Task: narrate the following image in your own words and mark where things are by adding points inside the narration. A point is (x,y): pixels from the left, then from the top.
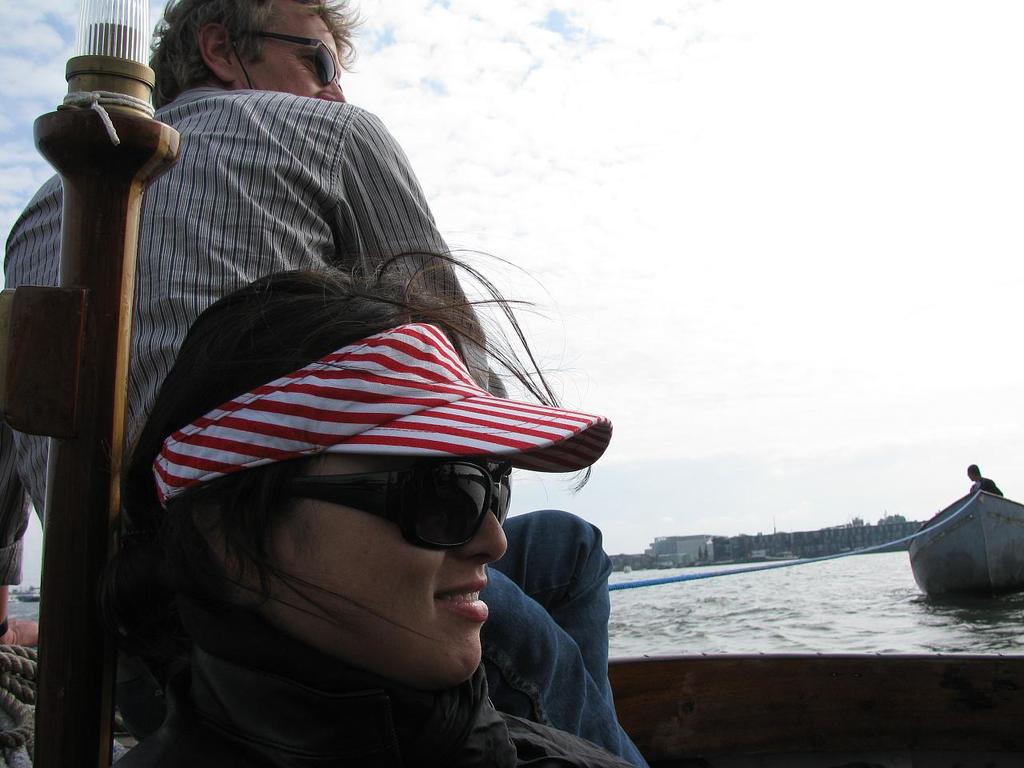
This image consists of water (745,598) at the bottom (786,641). There are two persons (446,447) sitting in the front (299,537). There is a boat (1013,581) on the right side (1014,573). There is sky (499,175) at the top (499,175).
